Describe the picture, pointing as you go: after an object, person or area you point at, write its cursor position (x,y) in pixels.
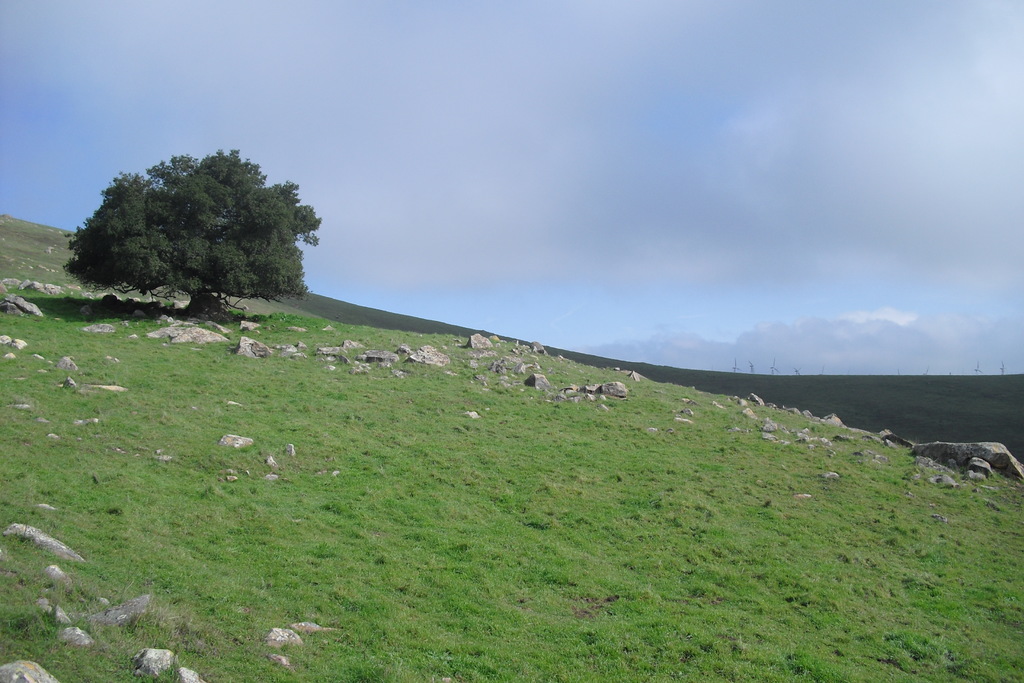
This is an outside view. Here I can see many stones (170,339) and grass (573,582) on the ground (326,536). On the left side (181,207) there is a tree (127,228). At the top of the image (546,85) I can see the sky (603,196).
